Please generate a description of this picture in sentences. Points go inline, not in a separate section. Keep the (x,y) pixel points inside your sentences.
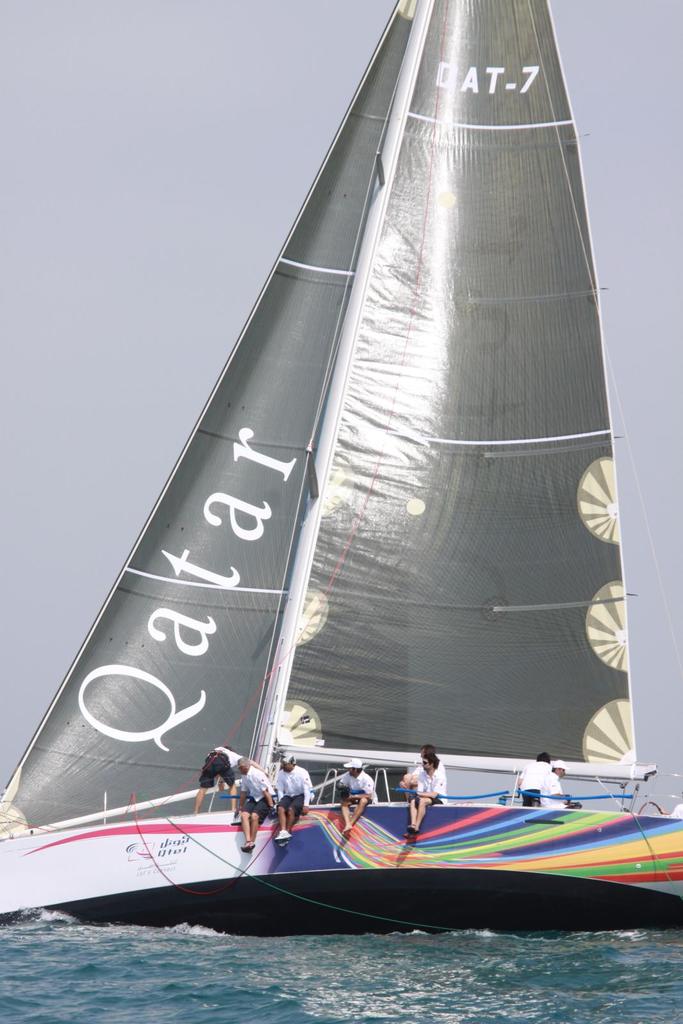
In this picture we can see some people (311,780) sitting and standing on a boat (298,820) and the boat (364,823) is on the water (247,962). Behind the boat (271,452) there is the sky (121,426).
